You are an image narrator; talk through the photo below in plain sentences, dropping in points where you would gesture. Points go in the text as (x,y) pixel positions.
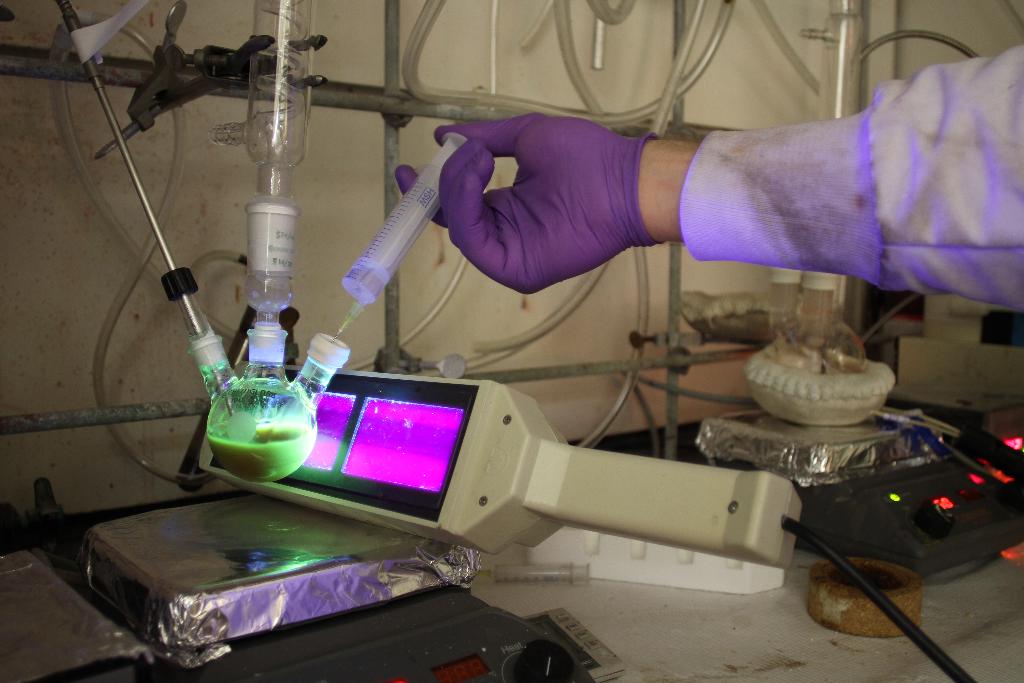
In this image I can see a person's hand (660,182) wearing white colored dress (869,176) and purple colored glove (574,190) is holding a syringe (385,242) in hand (466,190). I can see a flask (275,388) with green colored liquid (248,454) in it and few other electronic equipment (513,437). In the background (552,59) I can see the cream colored wall (526,63), few plastic pipes (493,26) and few metal pipes (473,106).
